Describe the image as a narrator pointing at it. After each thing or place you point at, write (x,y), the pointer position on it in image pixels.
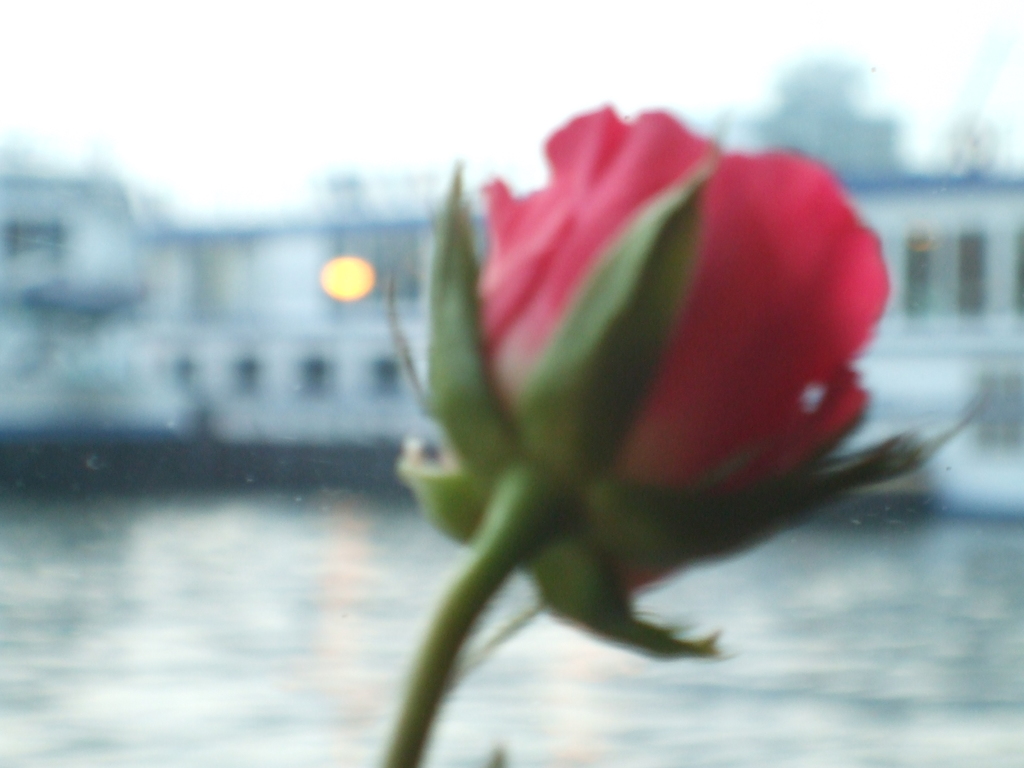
In this image I can see a red color rose (668,328). Back I can see white color building (289,299). The image is blurry.
